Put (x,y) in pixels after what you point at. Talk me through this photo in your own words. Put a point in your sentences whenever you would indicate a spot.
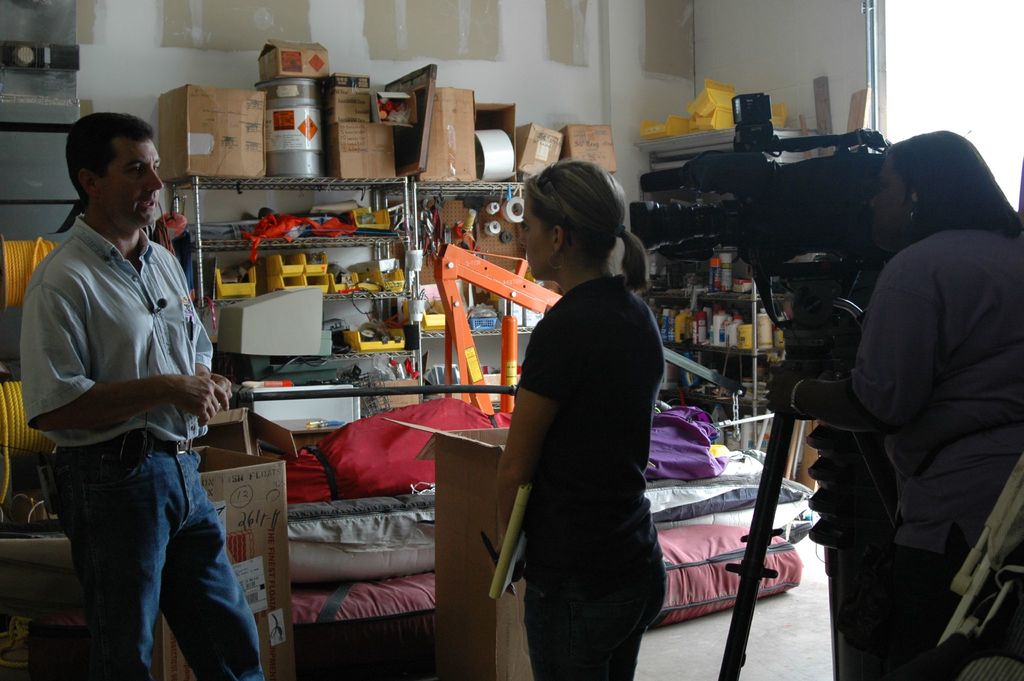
In this picture there is a man (106,491) standing and talking and there is a woman (570,495) standing and holding the object (510,519) and there is a person (1005,238) standing and holding the camera (864,227). At the back (270,108) there are cardboard boxes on the shelf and there are objects (456,309) and there are bottles (683,313) in the shelf (686,297). On the left side of the image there are ropes (26,420). At the bottom (440,559) there are cardboard boxes (449,596) and there might be beds (403,598). At the bottom (799,646) there is a floor (816,641).
